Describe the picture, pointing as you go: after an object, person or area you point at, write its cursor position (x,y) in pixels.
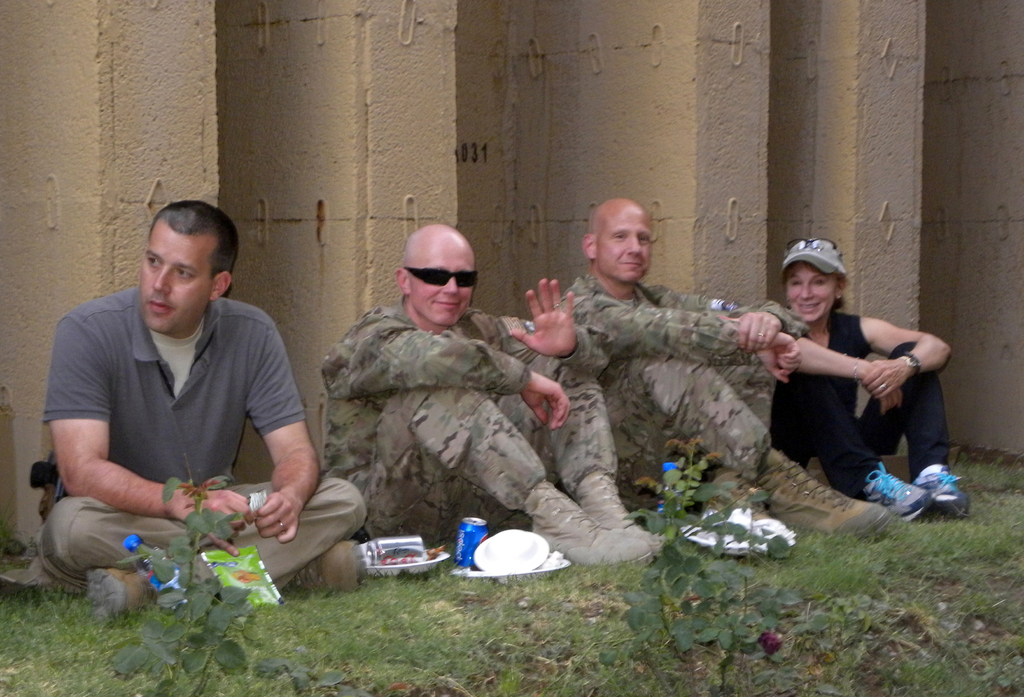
In this image, we can see people (468,353) sitting on the ground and some are wearing uniforms (512,319), glasses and there is a person (261,510) holding an object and we can see plants (213,578), bottles (140,561) and some other objects (767,529). In the background (331,143), there is a wall (656,147) and we can see some text (484,154).
